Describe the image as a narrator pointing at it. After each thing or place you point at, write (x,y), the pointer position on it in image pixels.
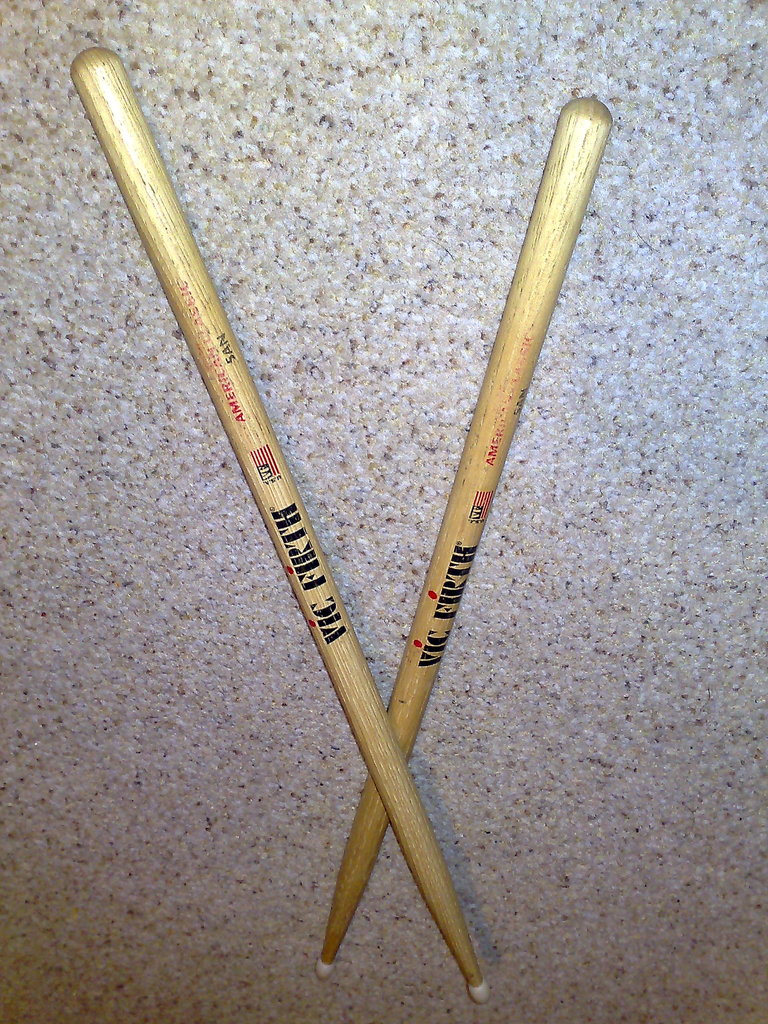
In the image we can see there are two sticks (419,836) which are kept on the ground (410,618) in a cross shape.
